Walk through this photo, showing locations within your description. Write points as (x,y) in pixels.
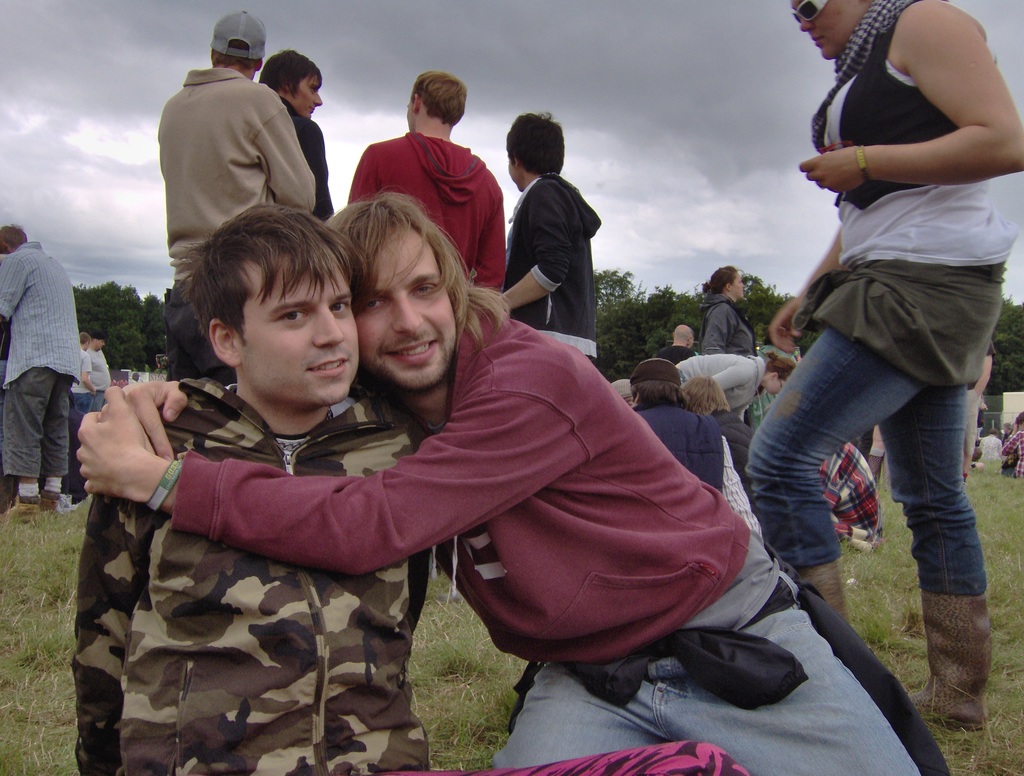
In this picture there are group of people (700,491) sitting and there are group of people (890,315) standing. At the back (1021,373) there are trees (1005,361). At the top (60,144) there is sky (101,134) and there are clouds (101,134). At the bottom (55,702) there is grass (34,609).
